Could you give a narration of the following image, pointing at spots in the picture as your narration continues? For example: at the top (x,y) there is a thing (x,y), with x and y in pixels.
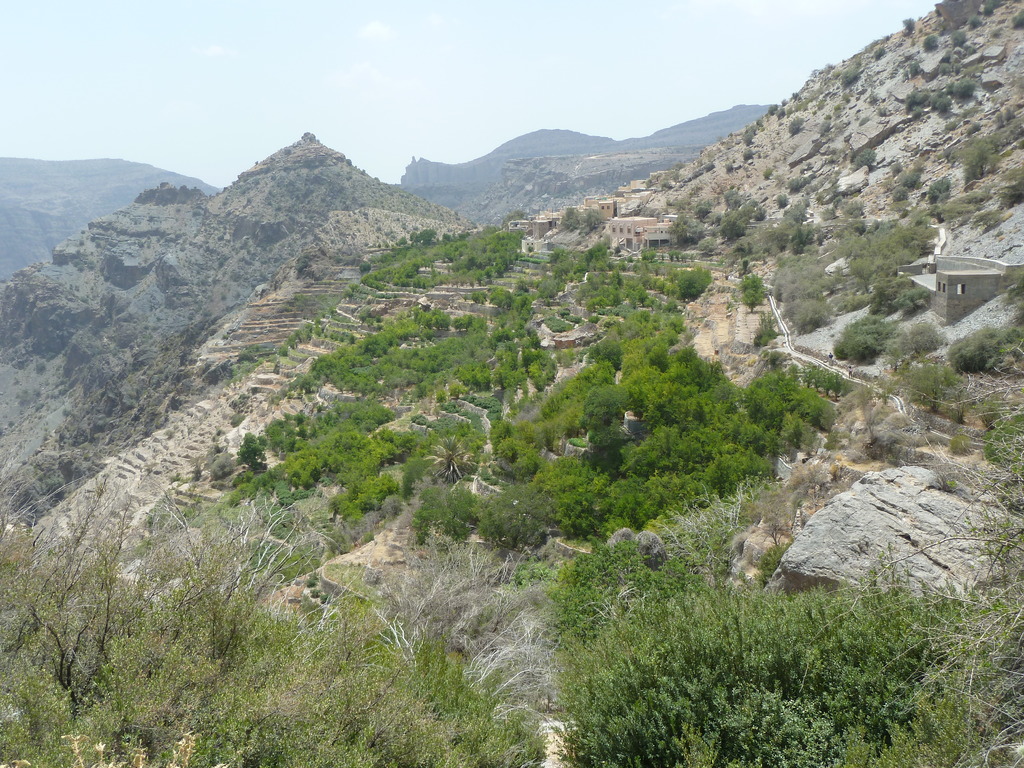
In the picture we can see trees (601,578), rocks (932,511), houses (550,228), and mountains (481,222). In the background (408,126) there is sky (830,34).
